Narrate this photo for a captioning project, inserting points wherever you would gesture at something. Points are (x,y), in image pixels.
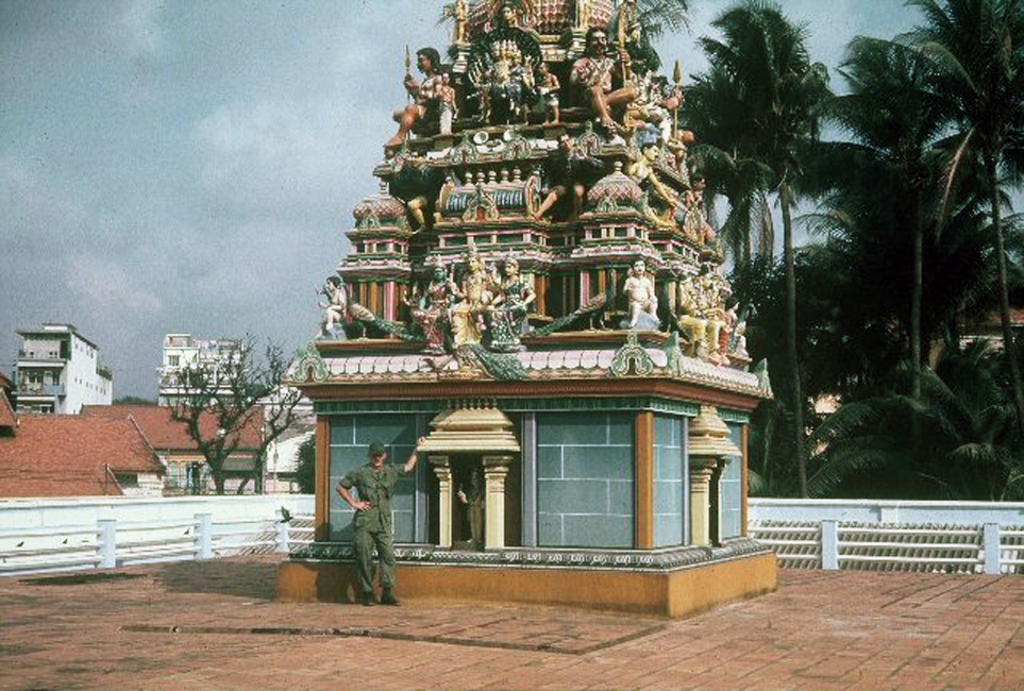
In this image there is a person (363,473) standing in front of the temple (507,369) and there are sculptures (466,285) on the temple (503,436). Behind the temple (563,518) there is a fence (245,522). In the background of the image (244,375) there are trees (930,191), buildings (62,451). At the top of the image (341,95) there are clouds (184,132) in the sky (257,105).
